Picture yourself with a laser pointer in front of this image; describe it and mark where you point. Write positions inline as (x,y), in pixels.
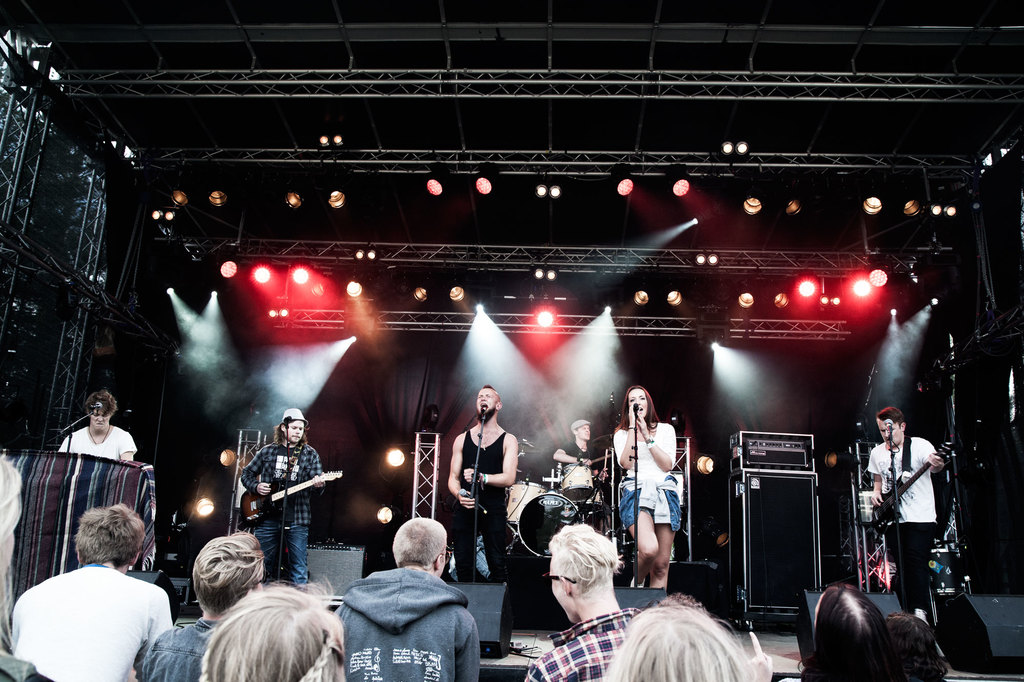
in this picture we can see a musical band (497,407) in which people (279,455) are standing in front of a micro phone (477,459) and singing here person (302,466) are holding a guitar (244,501), here some person (71,659) are standing in front of them and listening to them.
